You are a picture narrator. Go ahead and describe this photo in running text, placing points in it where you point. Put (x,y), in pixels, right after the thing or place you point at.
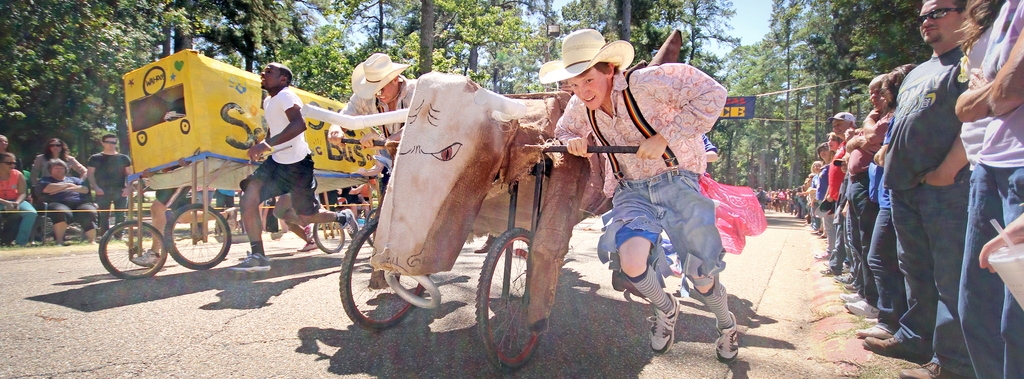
In this image I can see number of people (830,242) are standing. I can also see few of them are wearing hats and few are wearing shades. I can also see two of them are holding an iron bar (627,148) and here I can see a yellow colour thing (246,147). In the background (687,51) I can see number of trees (757,66), the sky (752,31), a blue colour thing (741,107) and on it I can see something is written. I can also see shadows (238,295) over here.
